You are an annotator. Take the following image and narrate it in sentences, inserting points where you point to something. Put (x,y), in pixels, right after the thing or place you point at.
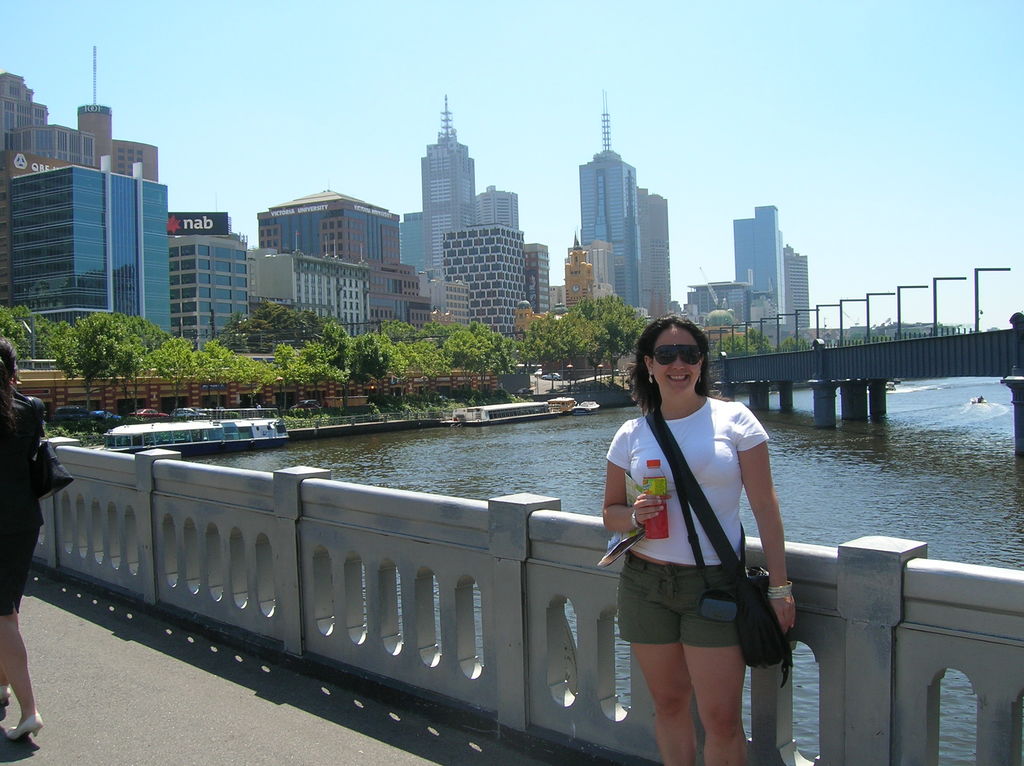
In this image we can see person (615,513) holding bottle (663,528) and standing on the bridge (339,740). In the background (165,433) there is a river (590,443), boat (255,434), trees (127,363), buildings (157,387), lights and sky (625,56).
